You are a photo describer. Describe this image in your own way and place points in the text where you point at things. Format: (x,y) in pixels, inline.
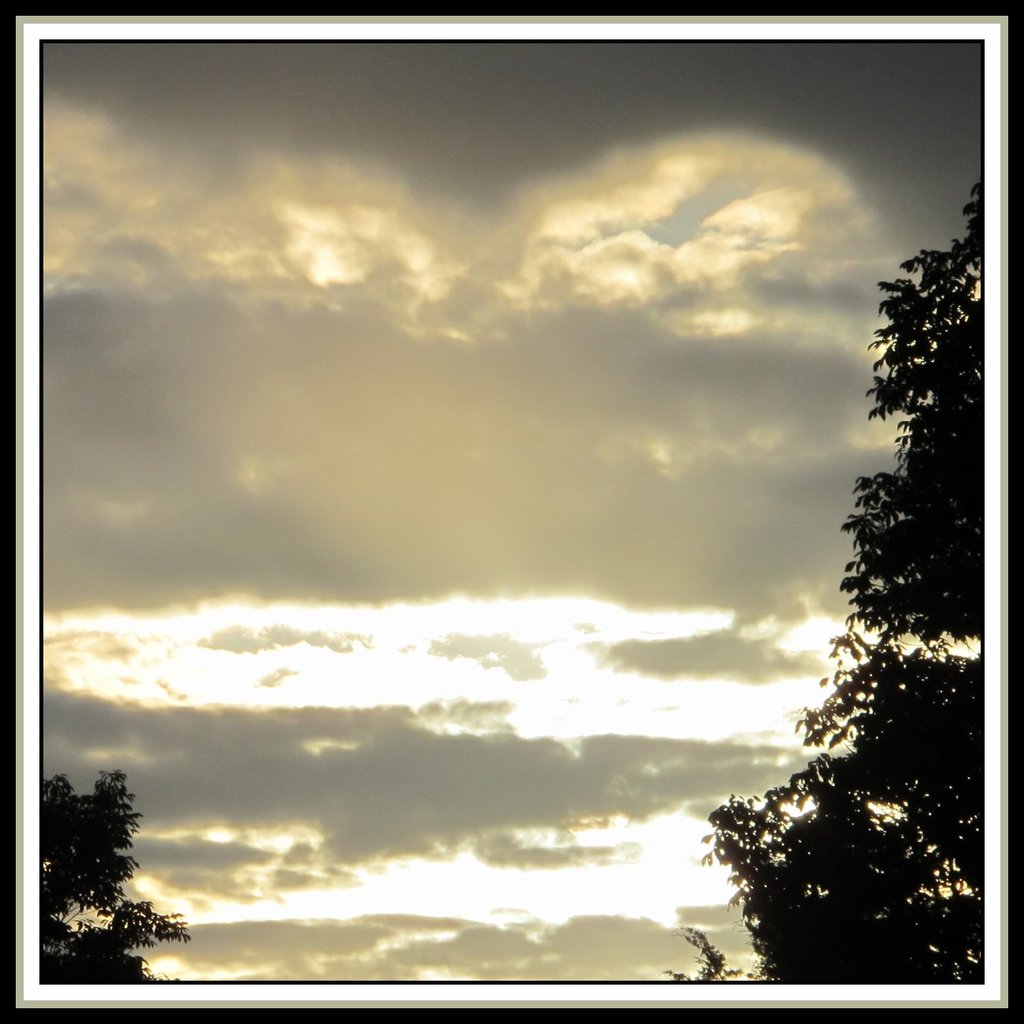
This is an edited image. There are trees (786,831) and the sky (483,446).
